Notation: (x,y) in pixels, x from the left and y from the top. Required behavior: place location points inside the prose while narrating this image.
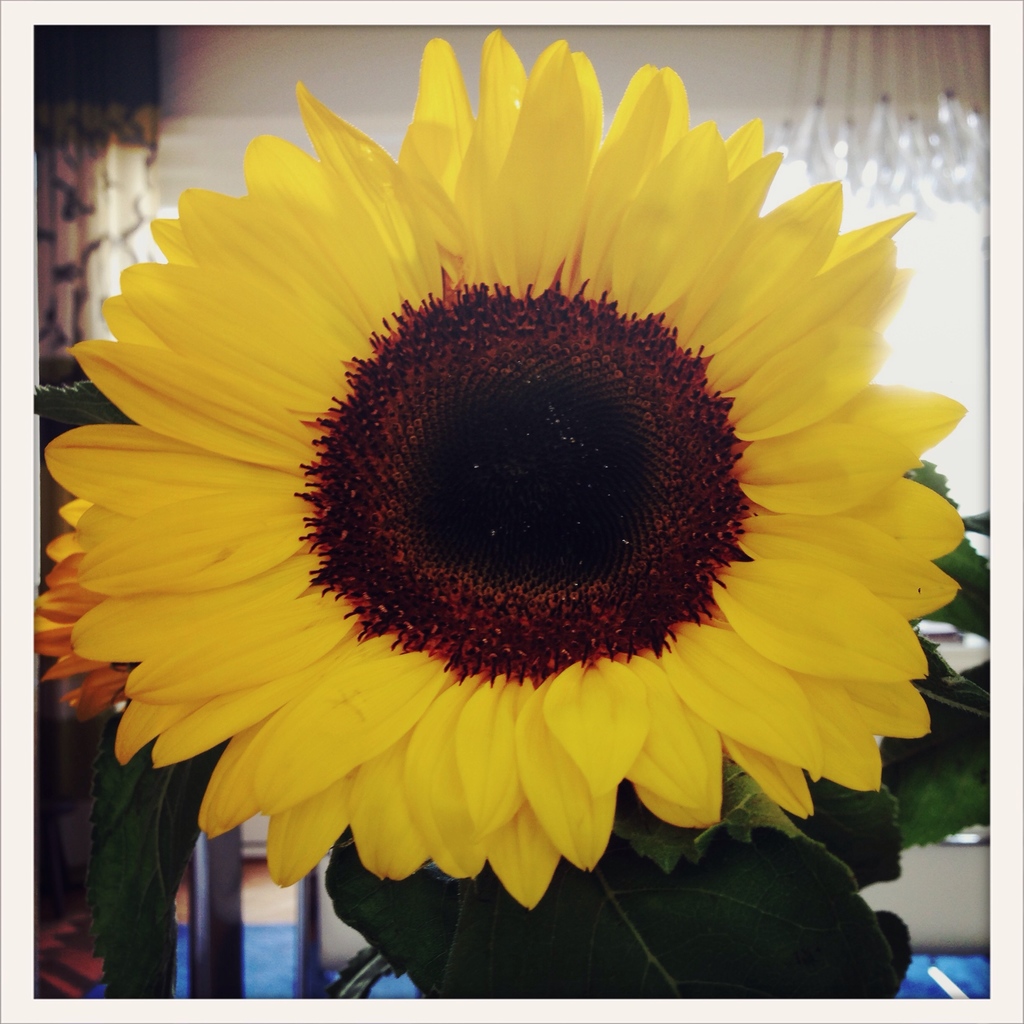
In this image there is a sunflower (467,521), there are leaves (557,875) truncated towards the bottom of the image (606,893), there is a curtain (75,175) truncated towards the left of the image (98,183), there is an object (888,118) truncated towards the top of the image (879,111), at the background of the image (290,91) there is the wall (324,70).
